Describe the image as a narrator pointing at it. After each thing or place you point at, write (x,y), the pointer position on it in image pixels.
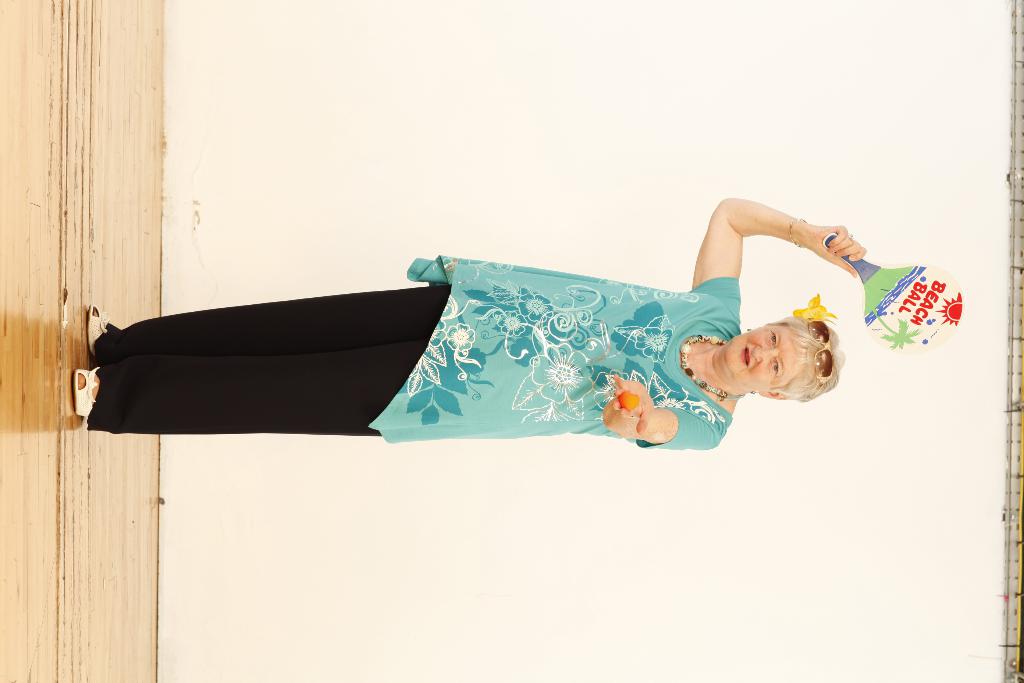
There is a woman (573,320) standing on floor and wore glasses (814,374). On the background (536,178) we can see wall (361,198).
